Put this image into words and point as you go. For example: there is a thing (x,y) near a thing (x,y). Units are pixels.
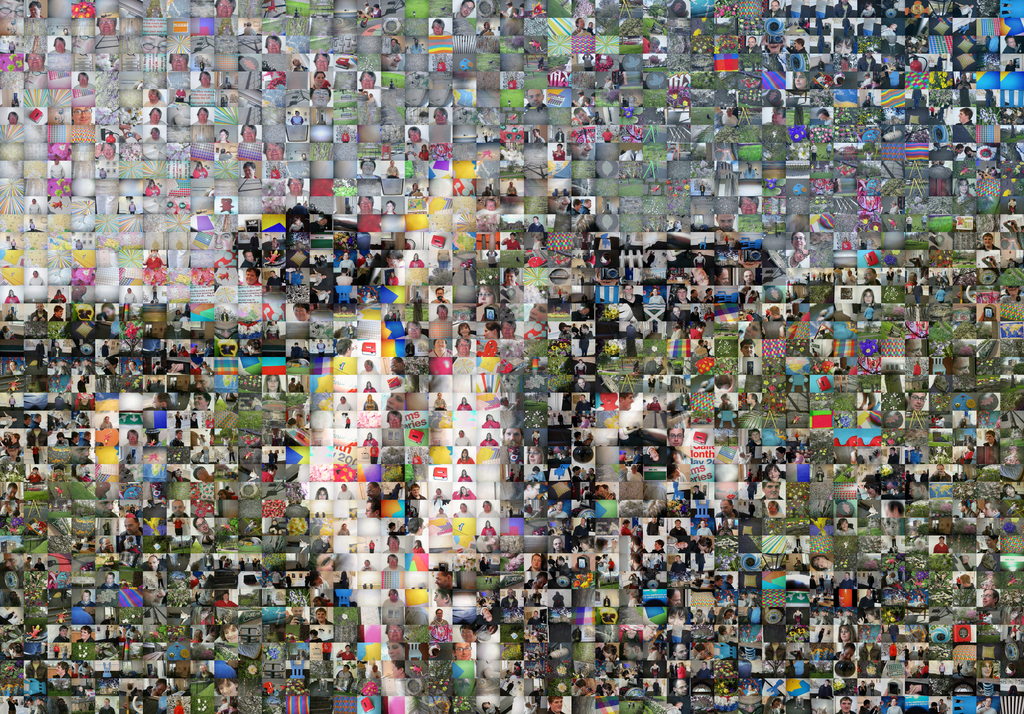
This image looks like an edited photo in which I can see a group of people (512,433), grass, trees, animals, buildings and so on.
